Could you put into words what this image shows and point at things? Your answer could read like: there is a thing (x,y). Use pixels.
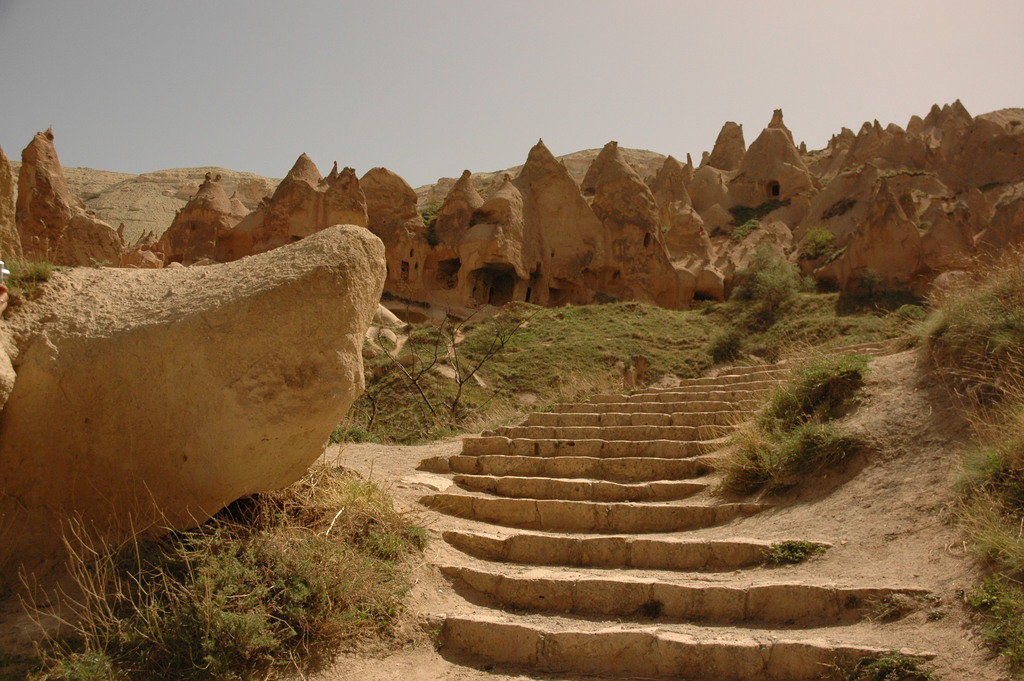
In this image, there are some caves (517,272). There are steps (697,419) in the middle of the image (543,438). There are some plants (197,615) in the bottom left of the image (301,601). There is a sky (524,41) at the top of the image (529,18).
